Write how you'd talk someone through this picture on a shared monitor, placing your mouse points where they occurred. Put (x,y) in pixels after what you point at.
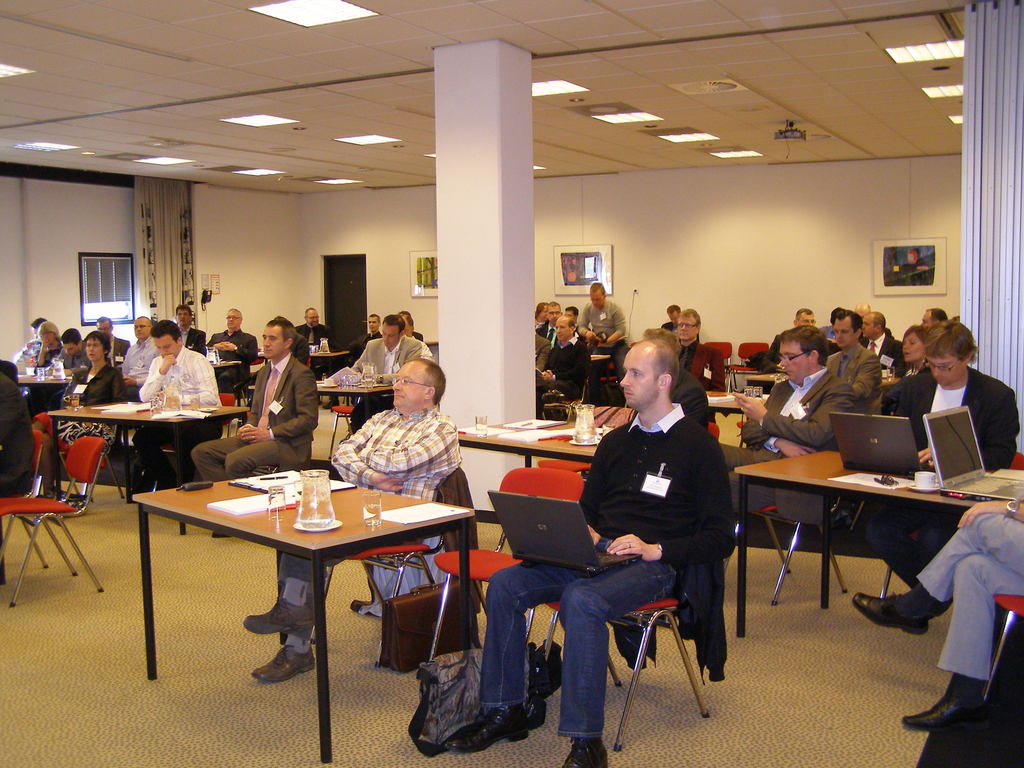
A group of people (285,611) are sitting on the tables (828,575) and looking at the left side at the top (286,119) there is a light (314,18) and there are glasses (367,513) on this tables (349,529).
